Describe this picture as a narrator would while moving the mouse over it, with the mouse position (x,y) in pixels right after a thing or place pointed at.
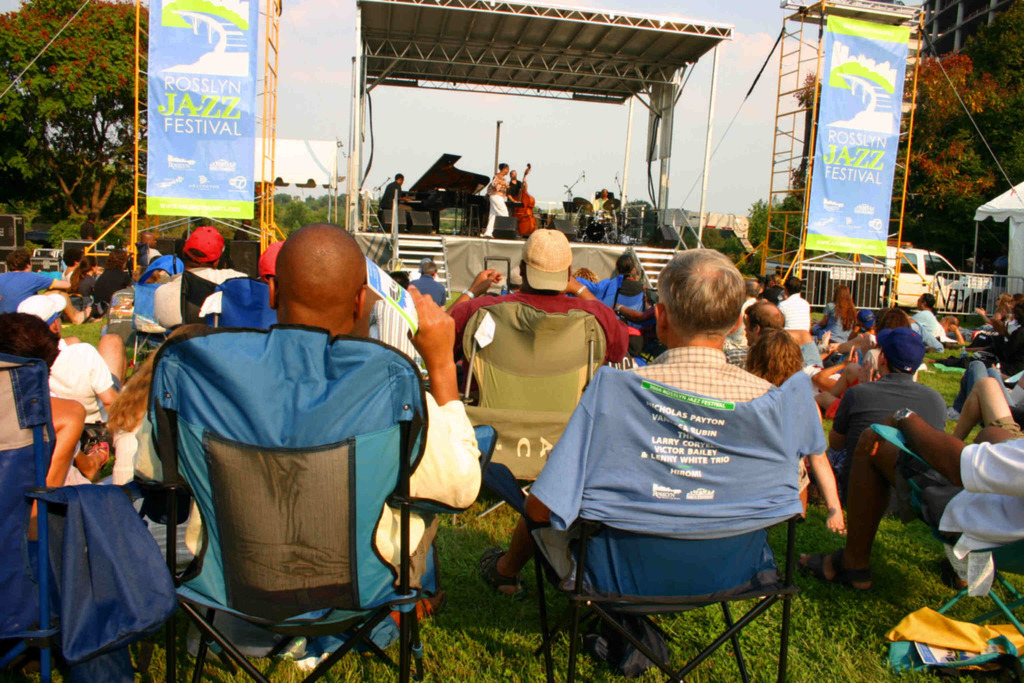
In the image there are people (1013,507) sitting on chairs (203,574) in the grass land (736,663), in the back (409,187) there are few people (510,202) playing music instruments (581,222) on the stage (423,9) and above its sky (592,146).
